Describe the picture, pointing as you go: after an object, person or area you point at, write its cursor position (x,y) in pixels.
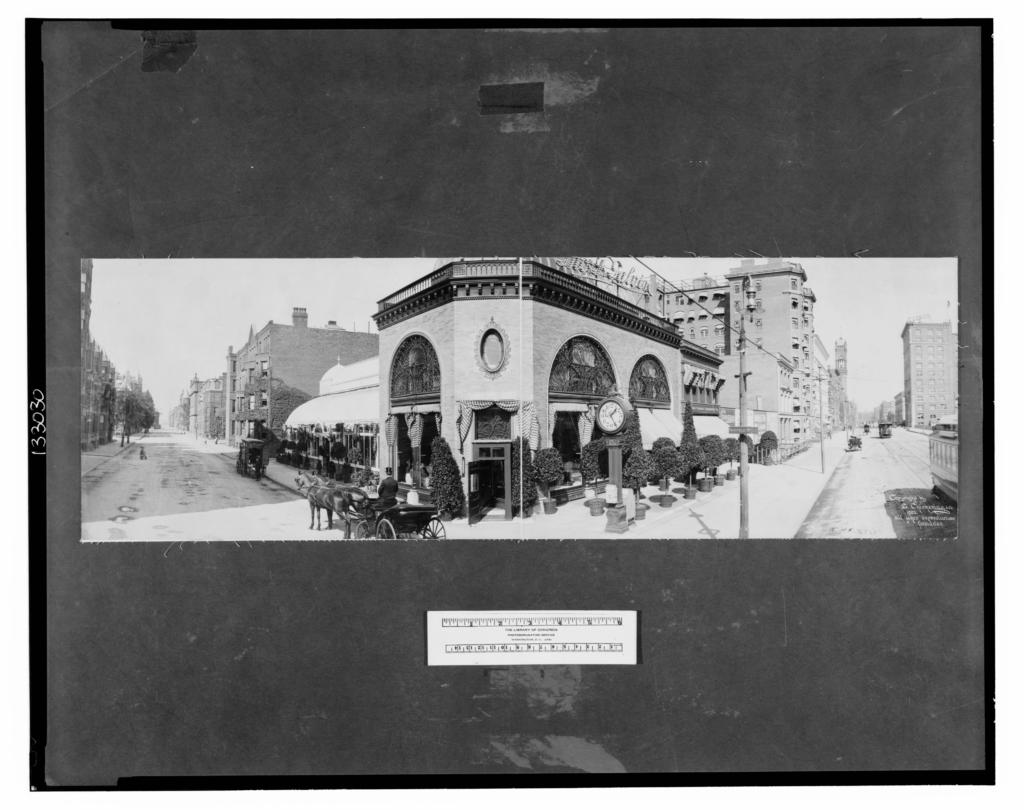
This is a black and white image where we can see buildings (580,379), trees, poles (819,409), wires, vehicles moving on the road (880,526), horse cart (402,525) and the sky (276,291) in the background (404,279).
